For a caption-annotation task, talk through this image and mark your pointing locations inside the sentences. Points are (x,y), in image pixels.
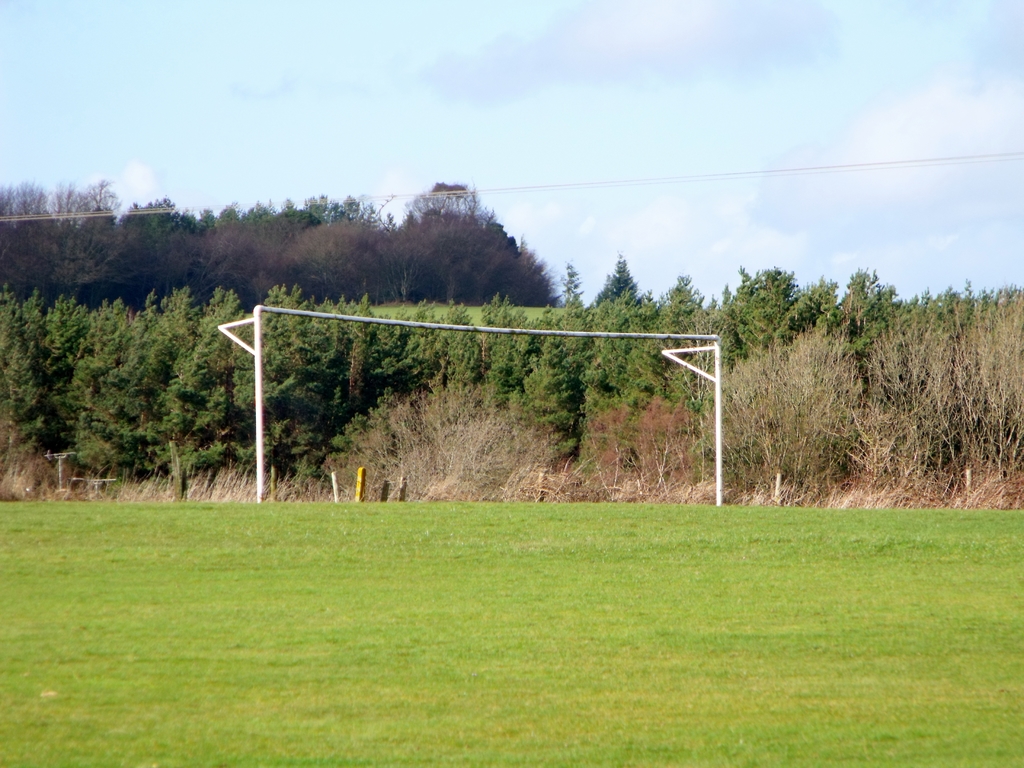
In this picture I can see few trees (513,402) and a goal pole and grass (454,593) on the ground (370,713) and a blue cloudy sky (612,151).
